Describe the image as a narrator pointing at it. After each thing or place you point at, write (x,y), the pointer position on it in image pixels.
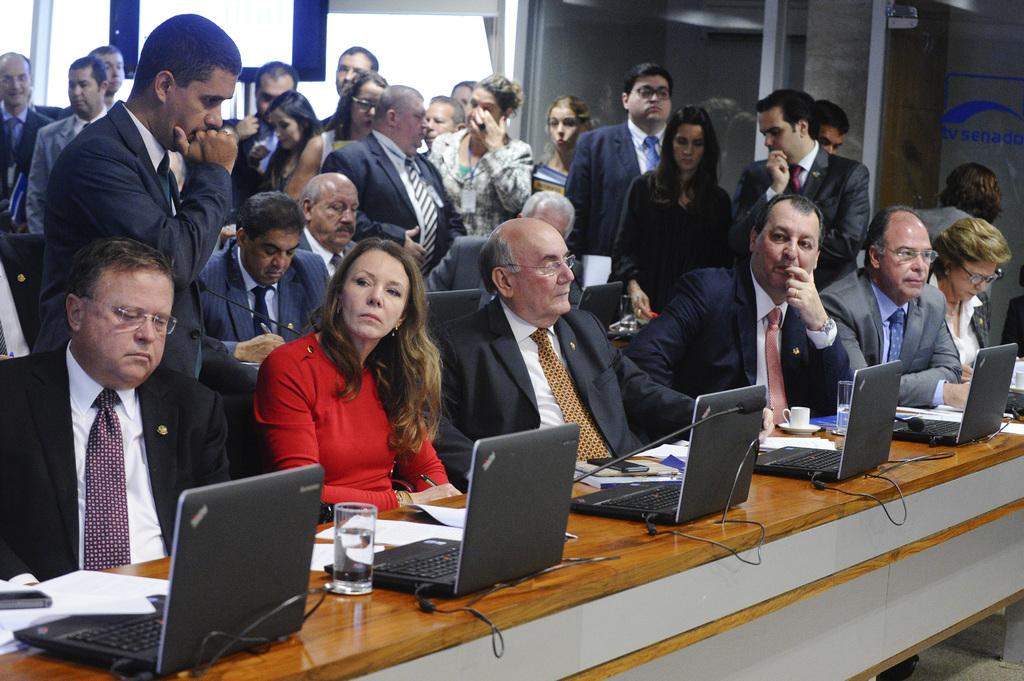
In this image few persons (539,403) are sitting on the chairs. Bottom of the image (748,562) there is a table (481,641) having few laptops (521,511), glasses (839,410), cup (805,420) and saucer (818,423) and few objects (818,424) on it. Behind the table (753,493) there are few persons (482,422) wearing suit (620,409) and tie (601,449). Few persons (390,178) are standing, behind them there is a wall (735,92).
